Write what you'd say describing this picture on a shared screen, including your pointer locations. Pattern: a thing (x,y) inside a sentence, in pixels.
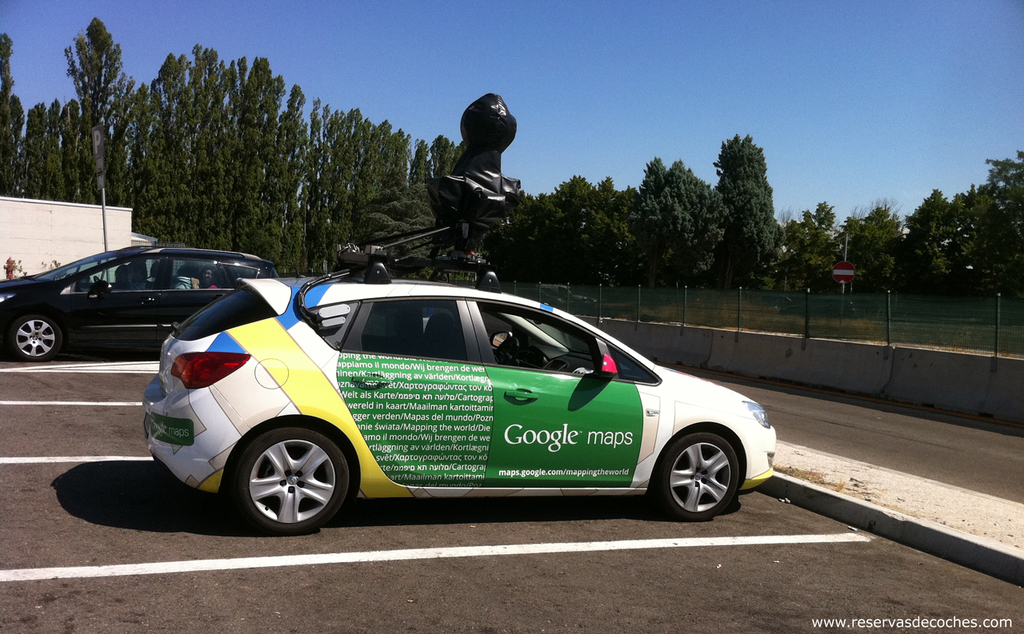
In this picture we can see there are two vehicles (74,265) parked on the road (246,536) and on the car (208,310) there is an object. On the right side of the vehicles (278,314) there is a fence (864,334), a pole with a board (844,276) and behind the vehicles (154,324) there is a house (60,240), trees (864,289) and a sky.
